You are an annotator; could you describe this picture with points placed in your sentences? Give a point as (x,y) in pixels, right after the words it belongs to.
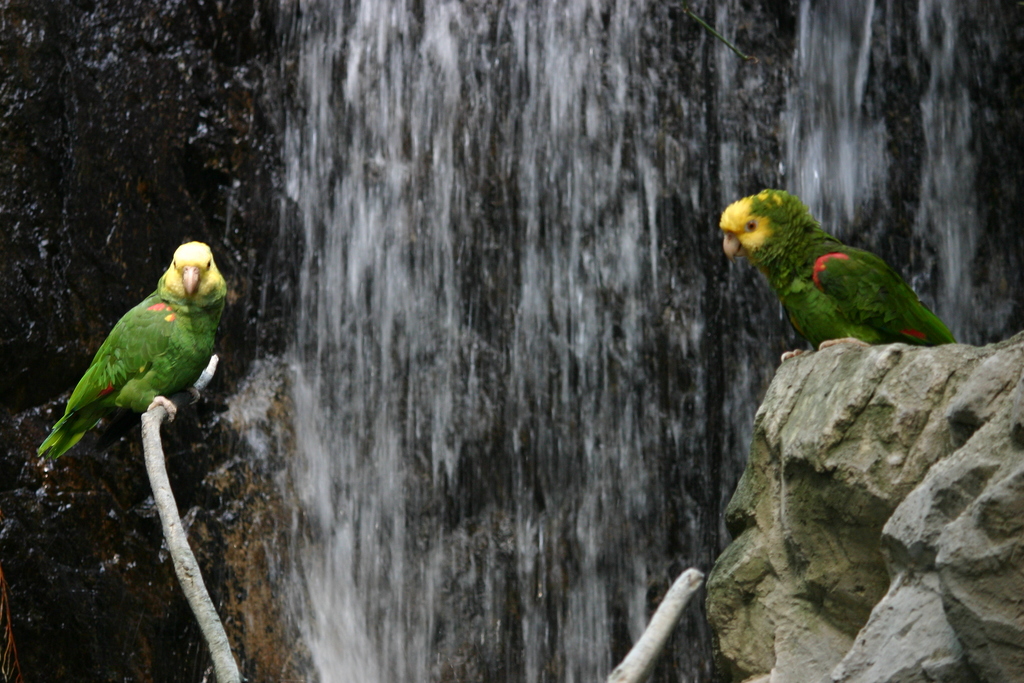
In this picture we can see two birds (801,353) and a rock (793,383), in the background (679,512) we can see waterfall (606,424).
